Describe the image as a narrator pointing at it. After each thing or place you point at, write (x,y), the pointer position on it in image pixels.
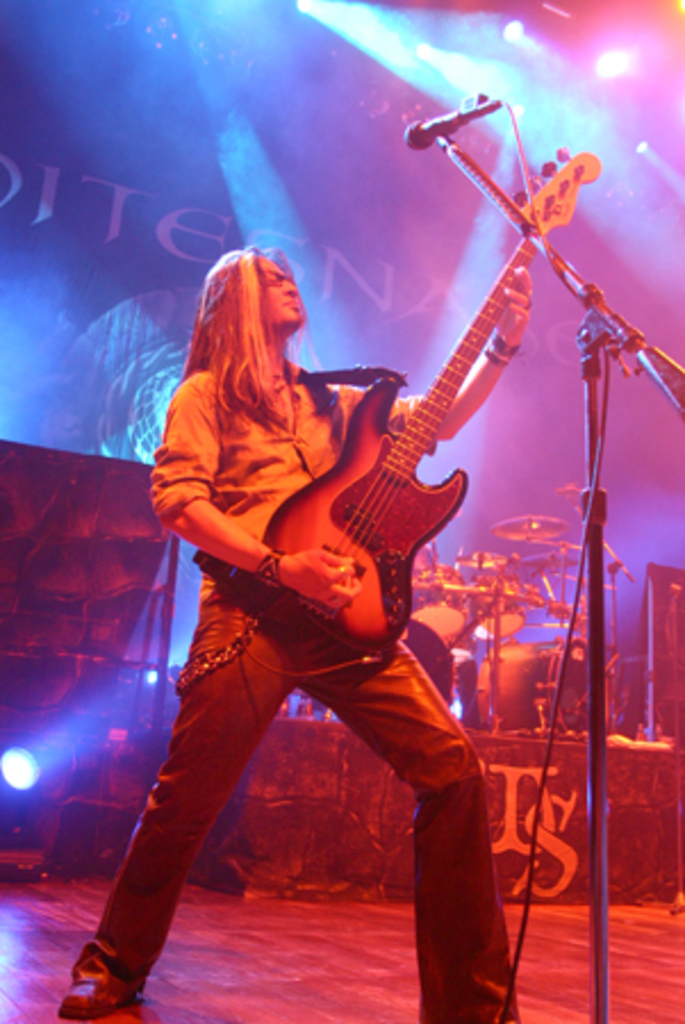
In this image there is one person (234,551) who is standing and they are holding a guitar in front of her there is one mike (425,128) and on the background (265,188) there is wall (81,143) and lights (466,52) and on the right side of the image (504,627) there are drums (486,604).
